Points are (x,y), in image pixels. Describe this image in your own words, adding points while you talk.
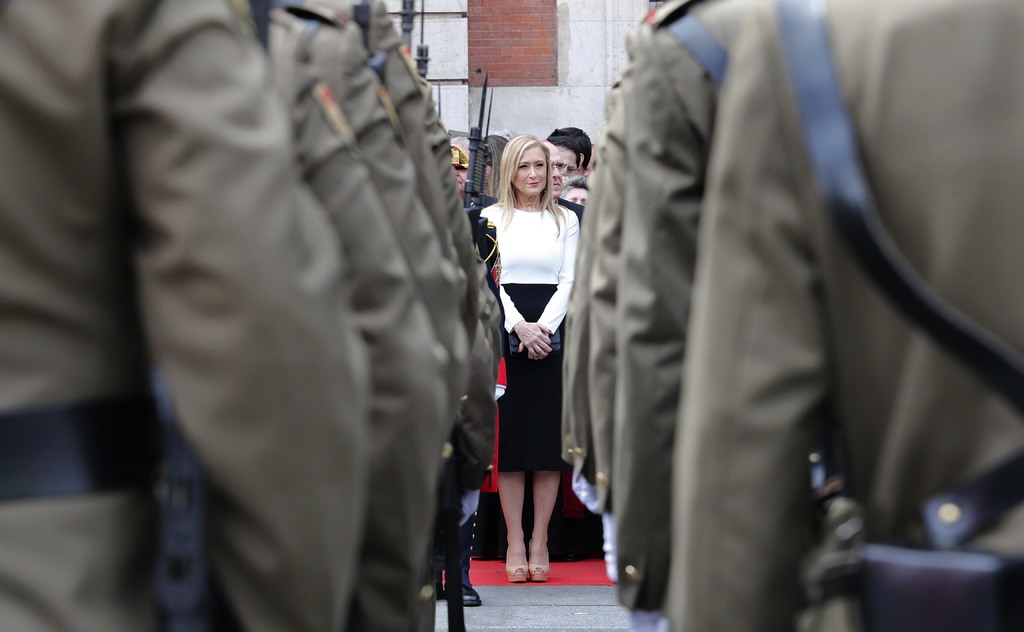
In the image few people (937,428) are standing. Behind them there is a wall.
